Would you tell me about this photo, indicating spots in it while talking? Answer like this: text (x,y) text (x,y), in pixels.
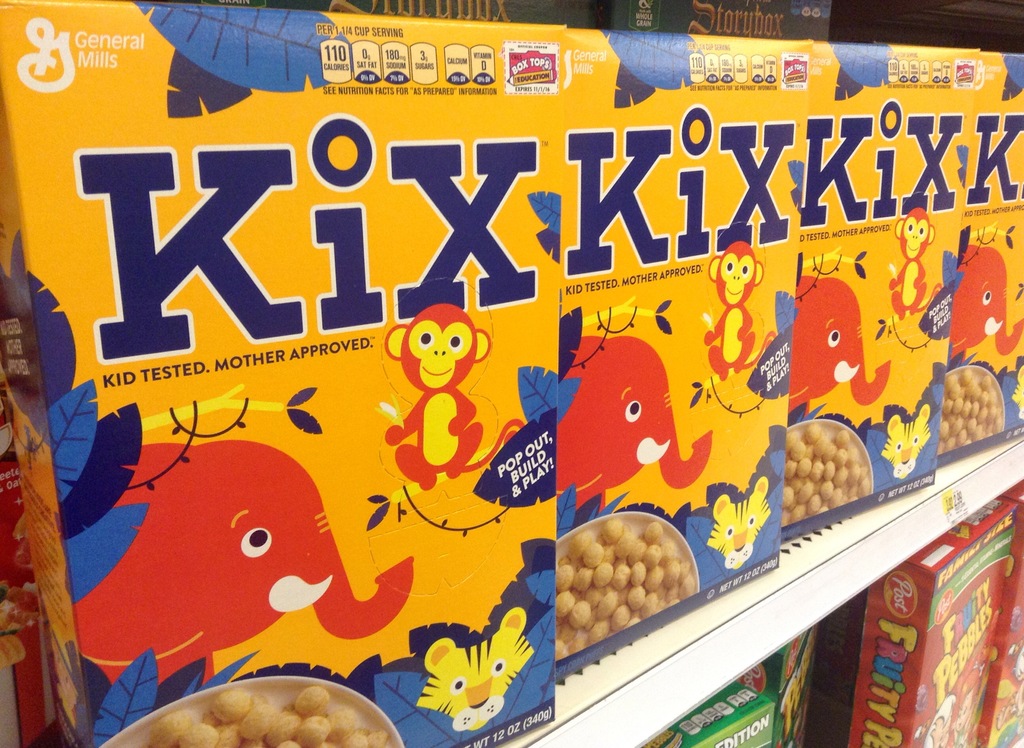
These are the kids cereal packets (814,404), which are arranged in an order and placed in the rack (864,544). This looks like a sticker (956,514), which is attached to the rack (921,527).
